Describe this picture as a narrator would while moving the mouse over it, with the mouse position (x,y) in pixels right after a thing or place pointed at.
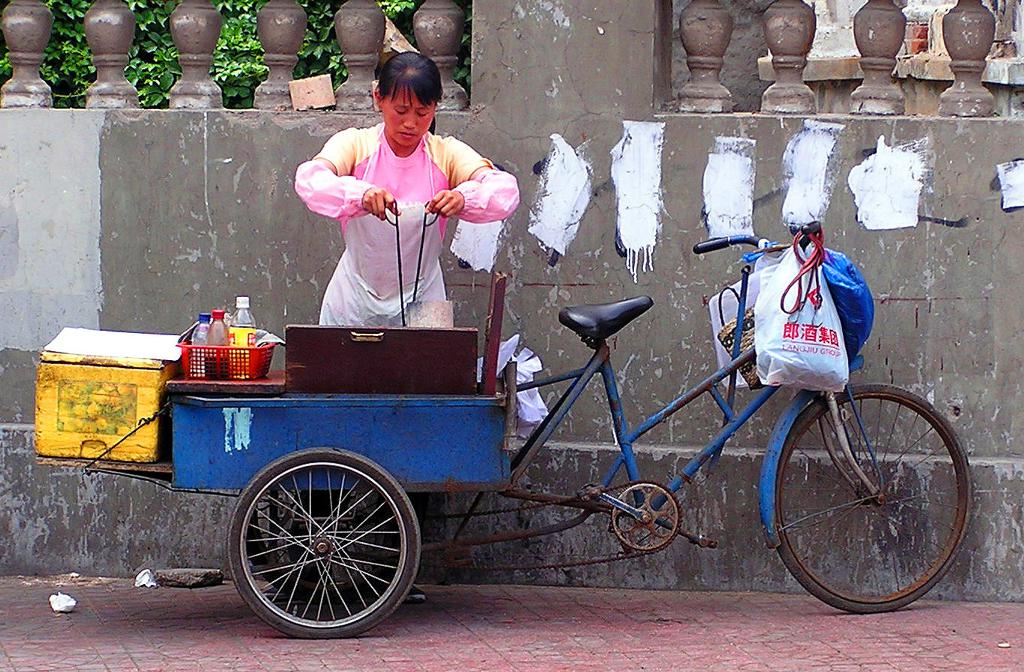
In this picture we can see a woman (465,195) holding objects (401,272) in her hands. There are a few bottles (246,329) visible in a basket (245,348). We can see a box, carry bags (758,271) and other objects (164,348) on a vehicle (423,421). There is a wall (72,127), pillar (559,96), fence (105,31) and some plants (255,32) in the background (360,31). We can see some objects (76,602) on the path (427,644) at the bottom of the picture (623,621).
